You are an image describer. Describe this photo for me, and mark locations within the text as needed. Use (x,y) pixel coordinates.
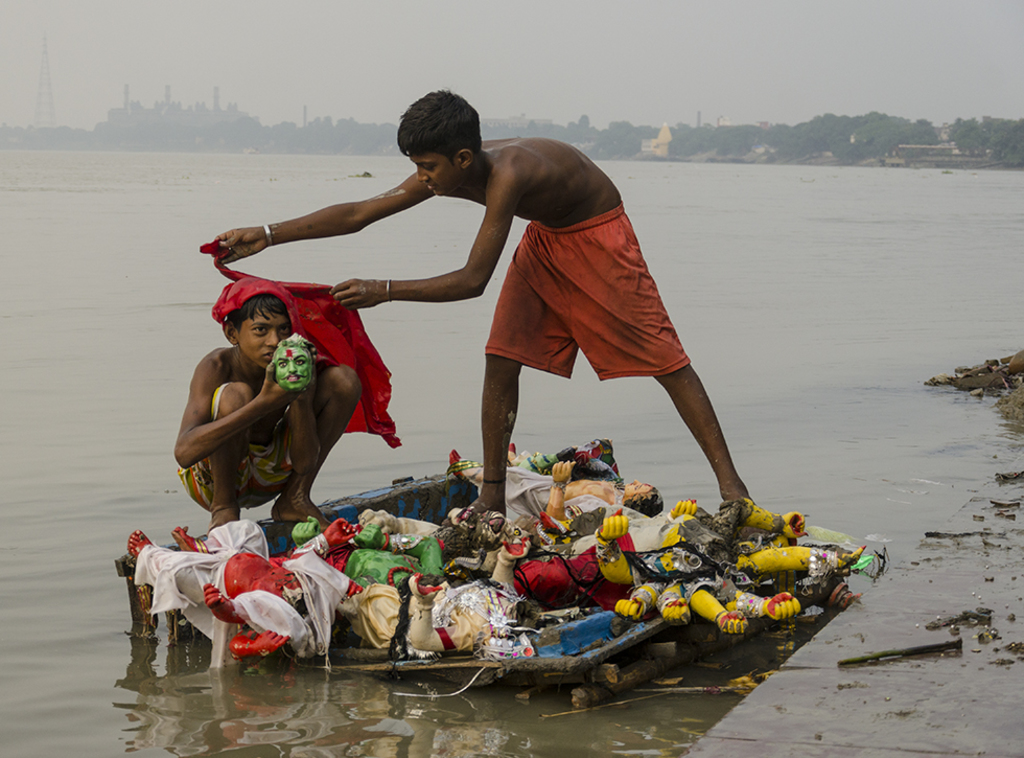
In the image I can see there are some sculptures (576,597) on the flat surface (336,509) which is floating on the water (697,326) on which we can see a boy (540,163) standing and another boy (245,419) sitting at the edge holding another sculpture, behind that there are so many trees (1018,137) and buildings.
